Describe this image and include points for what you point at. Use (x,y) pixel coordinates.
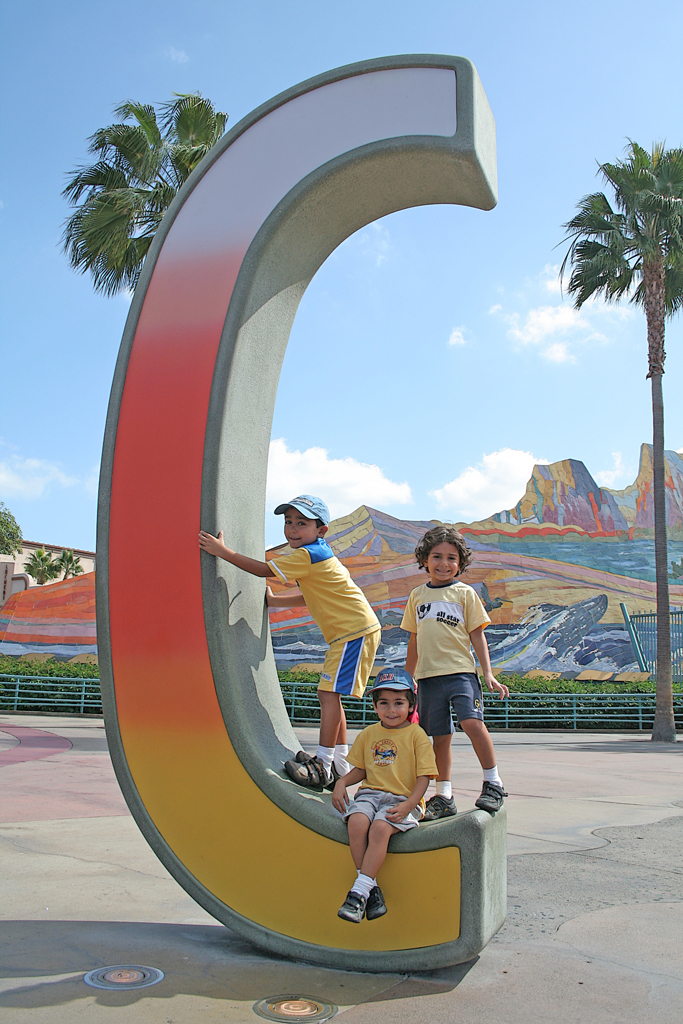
In the image few people (291,520) are standing and sitting and there is a wall (340,184). Behind the wall (235,355) there is fencing (0,697) and plants (646,684) and trees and hills (646,482) and clouds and sky (637,357).
